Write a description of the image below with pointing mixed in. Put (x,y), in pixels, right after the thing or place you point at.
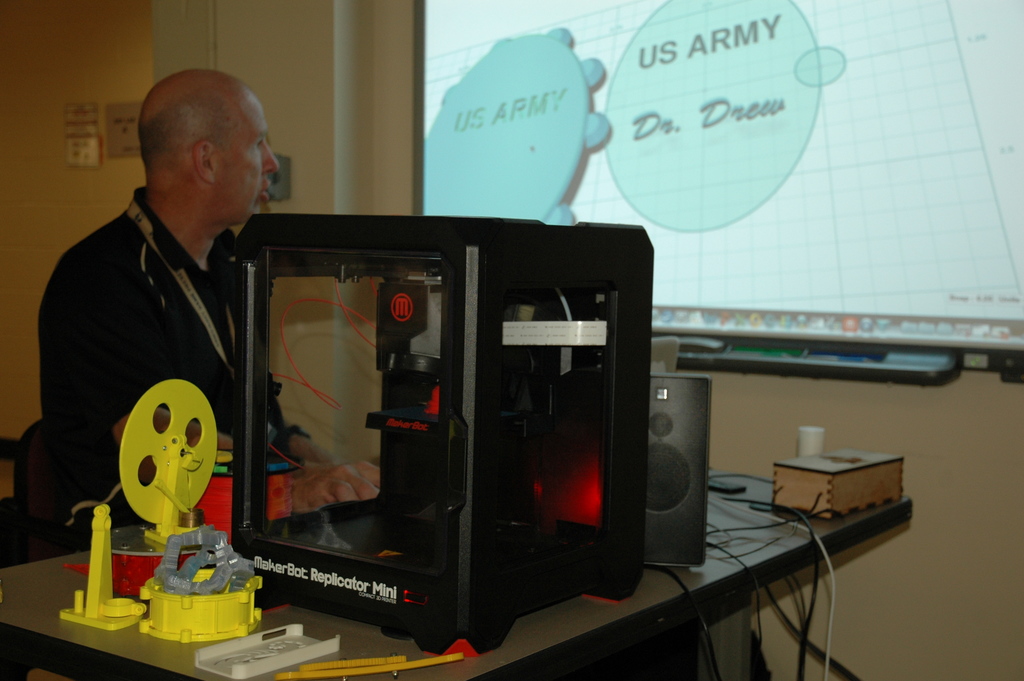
In this image we can see objects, machine (634,572), cables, box (821,494) and a speaker (672,470) are on the table (92,680). In the background (117,265) we can see a man (101,303), chair (48,505), objects (126,122) on the wall (10,90) and screen (656,146).
